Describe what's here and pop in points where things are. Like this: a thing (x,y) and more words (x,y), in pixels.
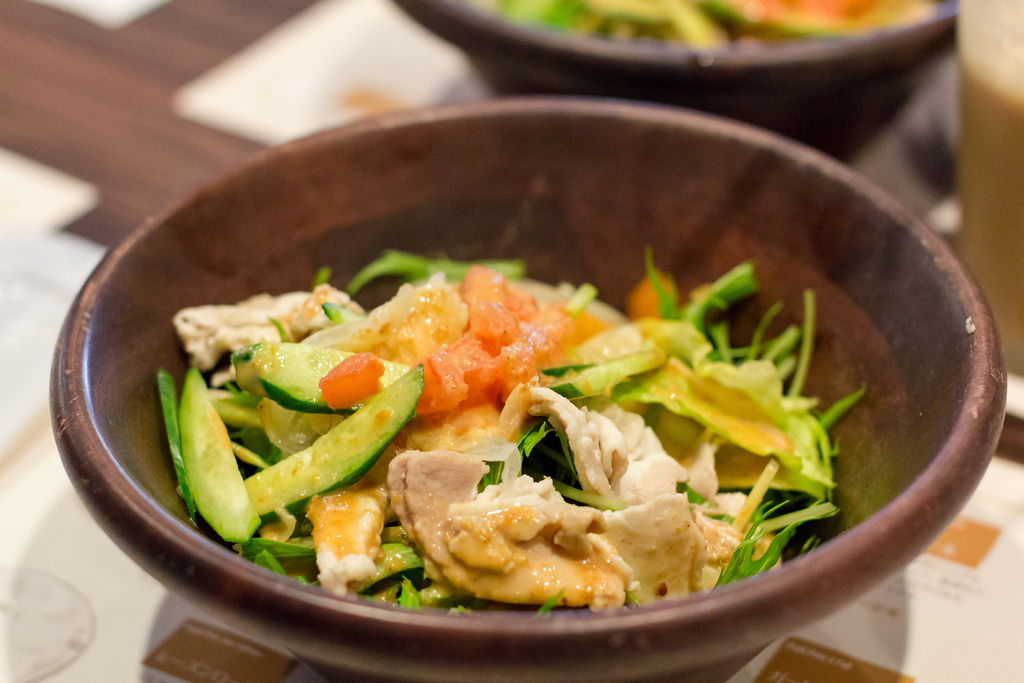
In this image we can see a bowl (576,617) with food item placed on the wooden table (130,159). The background of the image is slightly blurred, where we can see another bowl (724,67).
